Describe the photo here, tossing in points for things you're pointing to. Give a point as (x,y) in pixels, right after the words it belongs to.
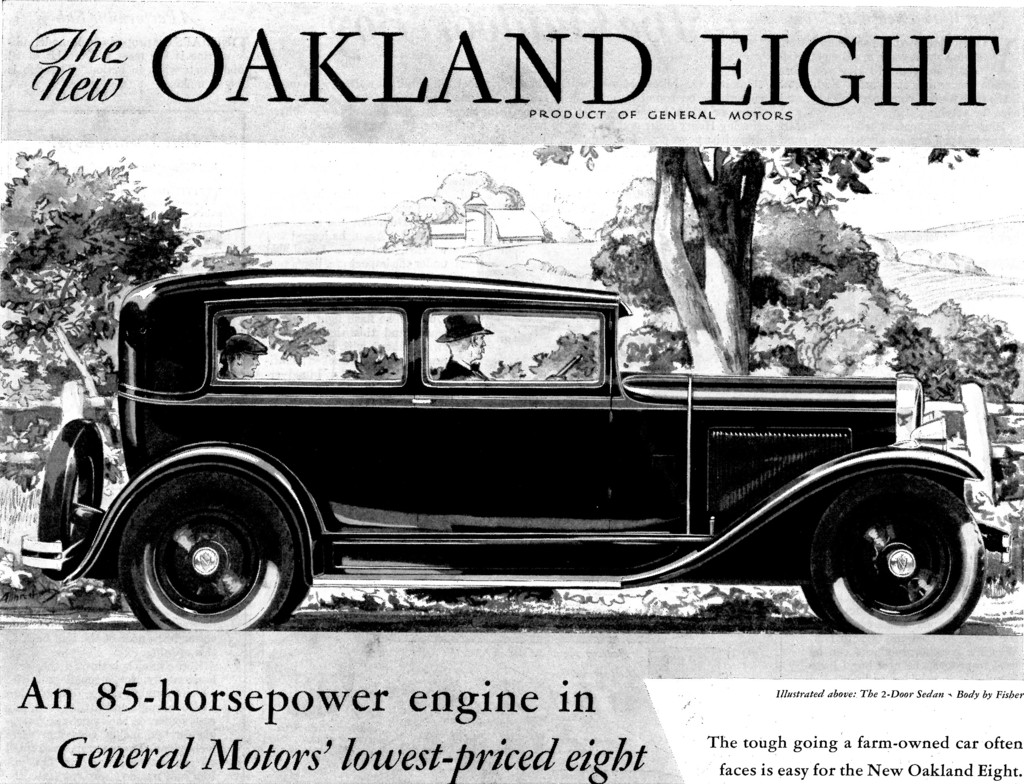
There is a picture of a car (474,413) in the middle of this image (572,449), and there are some trees (611,276) in the background (625,282). There is some text (266,48) at the top of this image (459,63), and at the bottom of this image (440,697) as well.
